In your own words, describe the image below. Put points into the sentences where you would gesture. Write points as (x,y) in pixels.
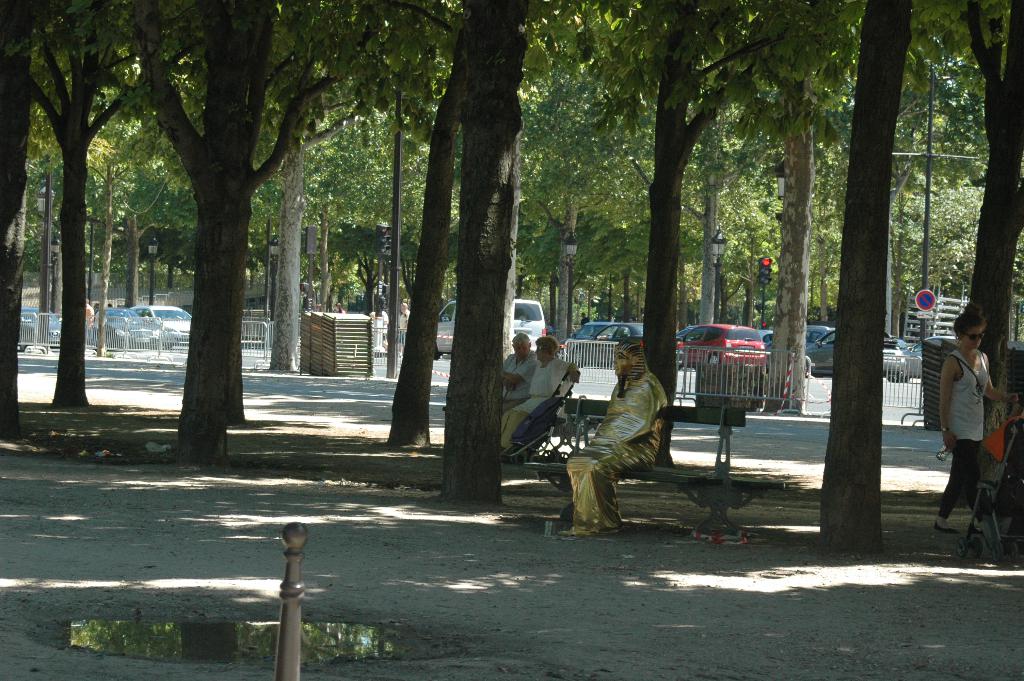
In this image I can see a statue (597,486) which is gold in color is sitting on a bench (574,435), few persons (507,429) sitting and few persons (967,418) standing on the ground (867,625). I can see few trees (492,437) and few vehicles (539,307) on the road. In the background (811,154) I can see few trees (710,165), a traffic signal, few poles (718,275), a sign board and the white colored railing (30,314).
